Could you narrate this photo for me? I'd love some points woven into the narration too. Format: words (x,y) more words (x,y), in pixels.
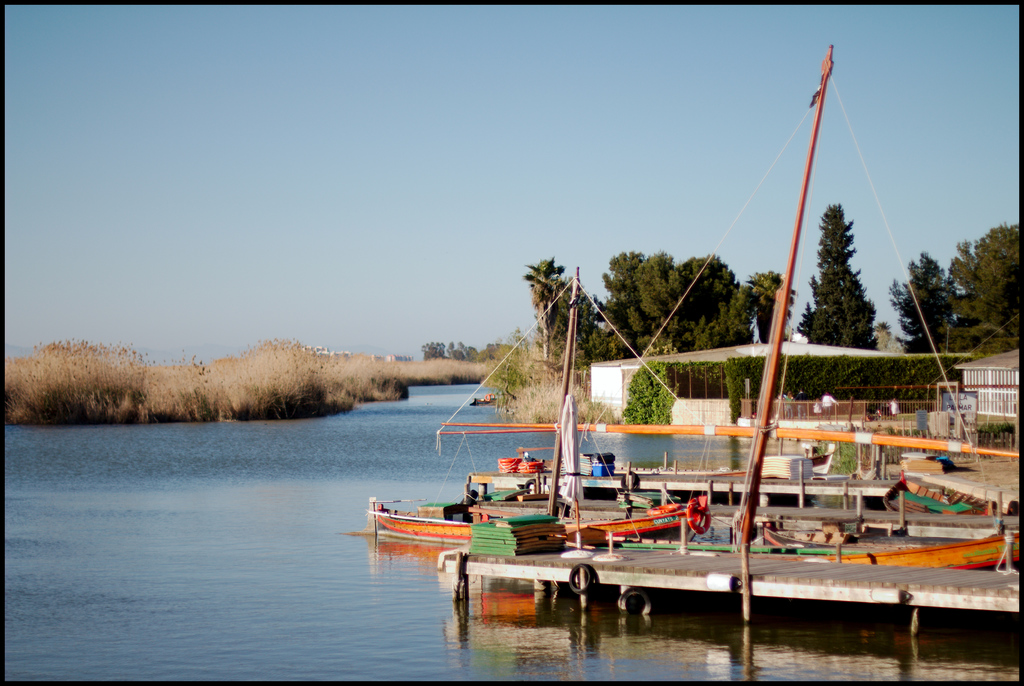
In this image in front (905,576) there is a platform (783,583) and there are boats (433,503) in the water (324,527). There is a metal fence (898,413). In the background of the image (621,390) there are trees (750,336), buildings (386,359) and sky (386,116).
